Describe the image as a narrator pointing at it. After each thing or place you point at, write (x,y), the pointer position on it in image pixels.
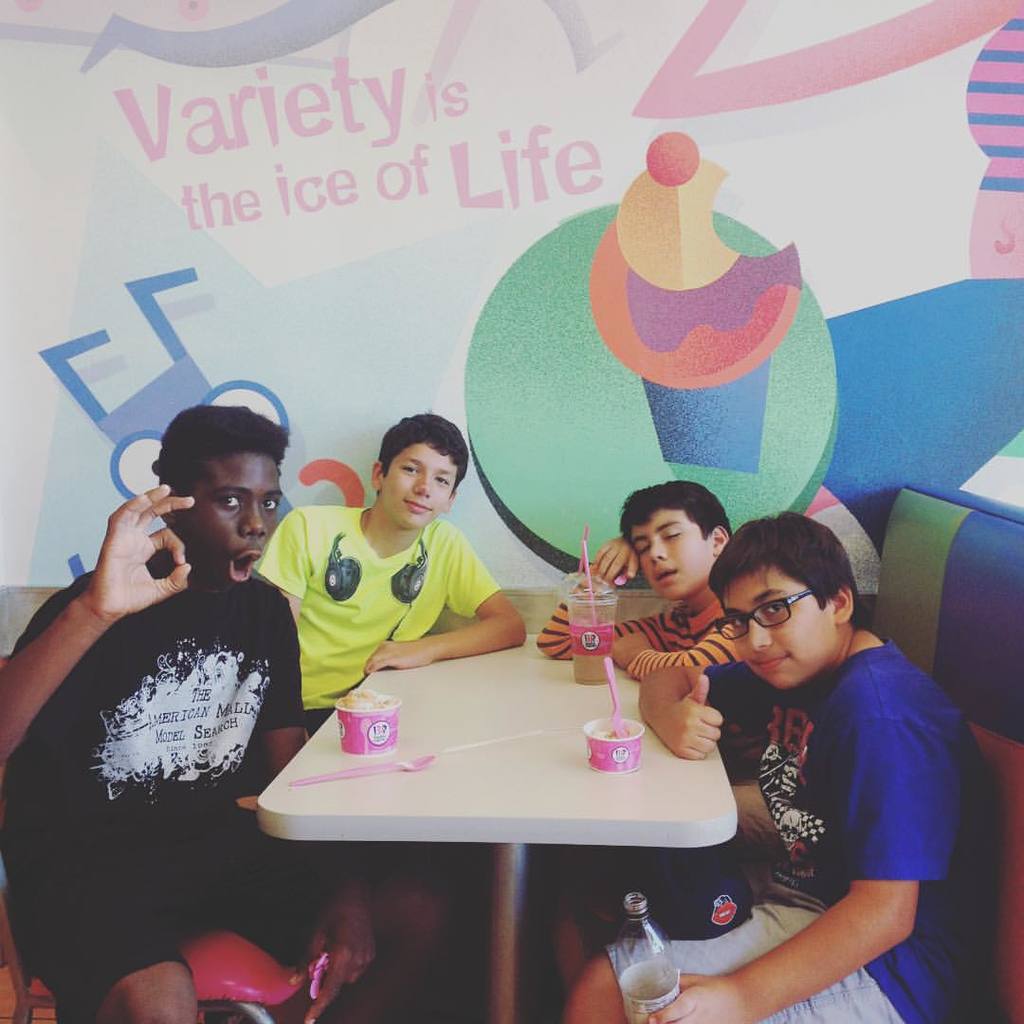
In this image we have 4 boys (675,667) sitting in the chairs (1008,1017) and in the table (468,770) we have a cup of food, spoons (346,775), glass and in the back ground (165,36) we have a wall paper (505,225).
